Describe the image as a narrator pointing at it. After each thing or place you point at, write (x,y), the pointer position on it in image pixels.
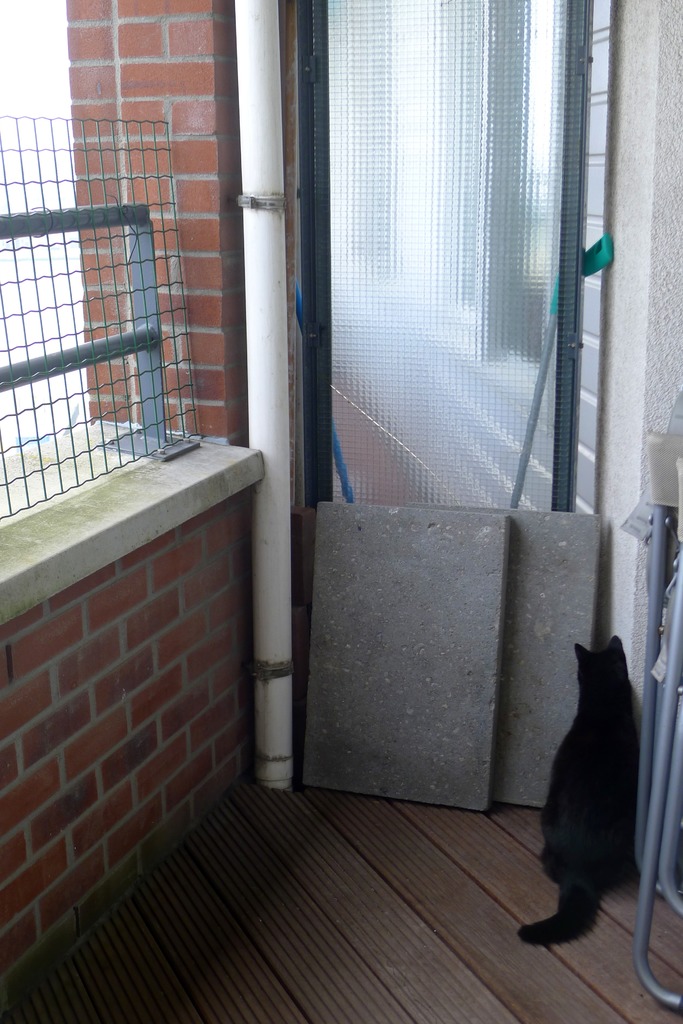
In this image we can see a cat (586,681), pole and other objects (419,627). On the left side of the image (145,450) there is a wall (101,659), grille (97,240) and other objects (98,226). On the right side of the image (671,550) there is an object (677,617). At the bottom of the image (621,898) there is the floor (603,913).
